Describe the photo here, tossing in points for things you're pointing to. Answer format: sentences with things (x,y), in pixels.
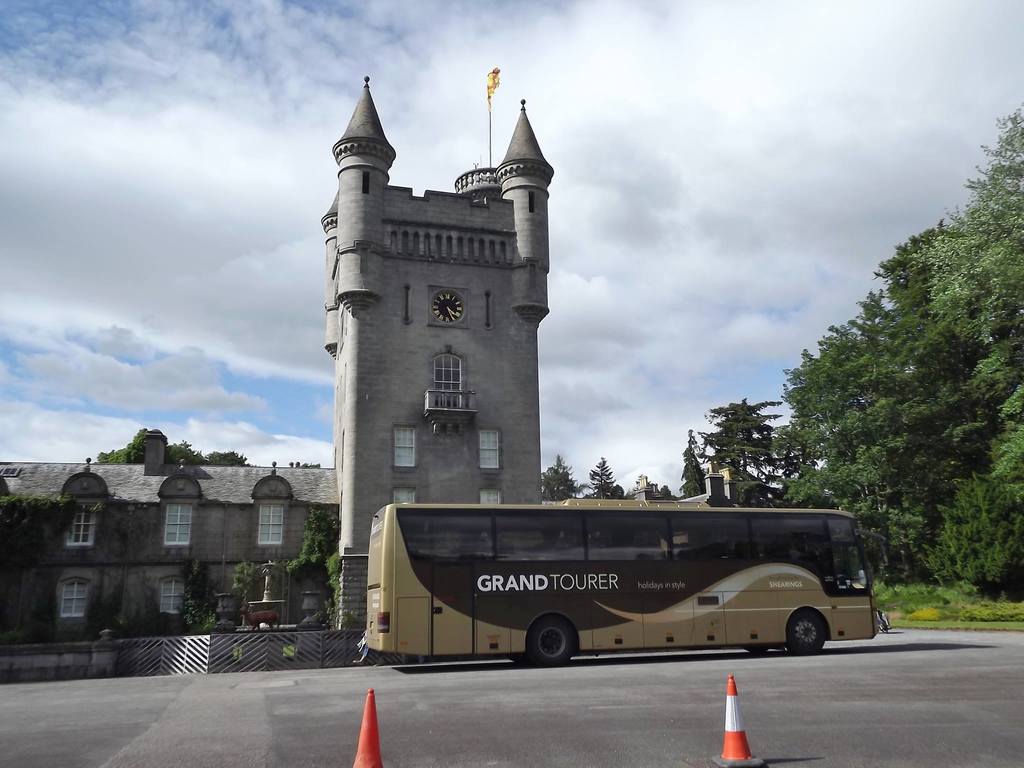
In this image there a bus (562,607) on a road (491,703), in the background (427,314) there is a building (142,529), trees (755,440) and the sky (585,174).
